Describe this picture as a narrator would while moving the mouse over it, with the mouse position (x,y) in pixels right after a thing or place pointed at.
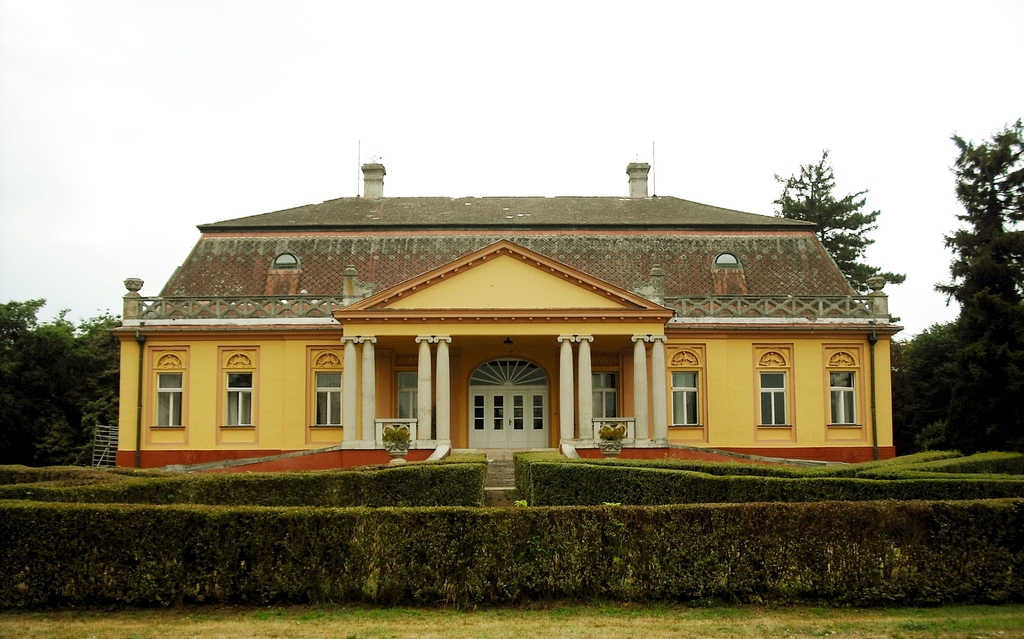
In this image there is a house (339,342). In front of the house (561,374) there are hedges (571,520). At the bottom (352,618) there is grass (519,619) on the ground (597,624). Behind the house (241,436) there are trees (968,367). At the top (457,82) there is the sky (425,77).
